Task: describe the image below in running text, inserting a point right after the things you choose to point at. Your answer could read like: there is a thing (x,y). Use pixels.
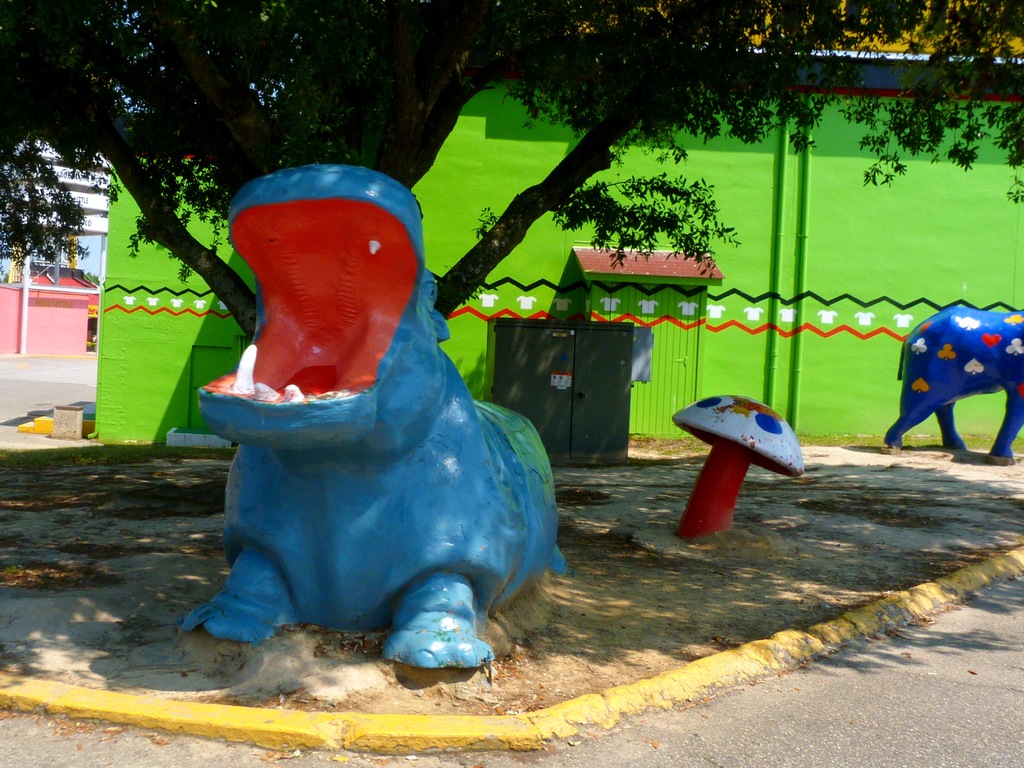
There is a statue (399,463) of an animal (397,474) and a mushroom (703,469) in the middle of this image (418,500), and there is a tree (347,121) and a house (655,163) in the background (545,198). There is a statue (954,335) of an animal (958,365) on the right side of this image (958,394) as well.
